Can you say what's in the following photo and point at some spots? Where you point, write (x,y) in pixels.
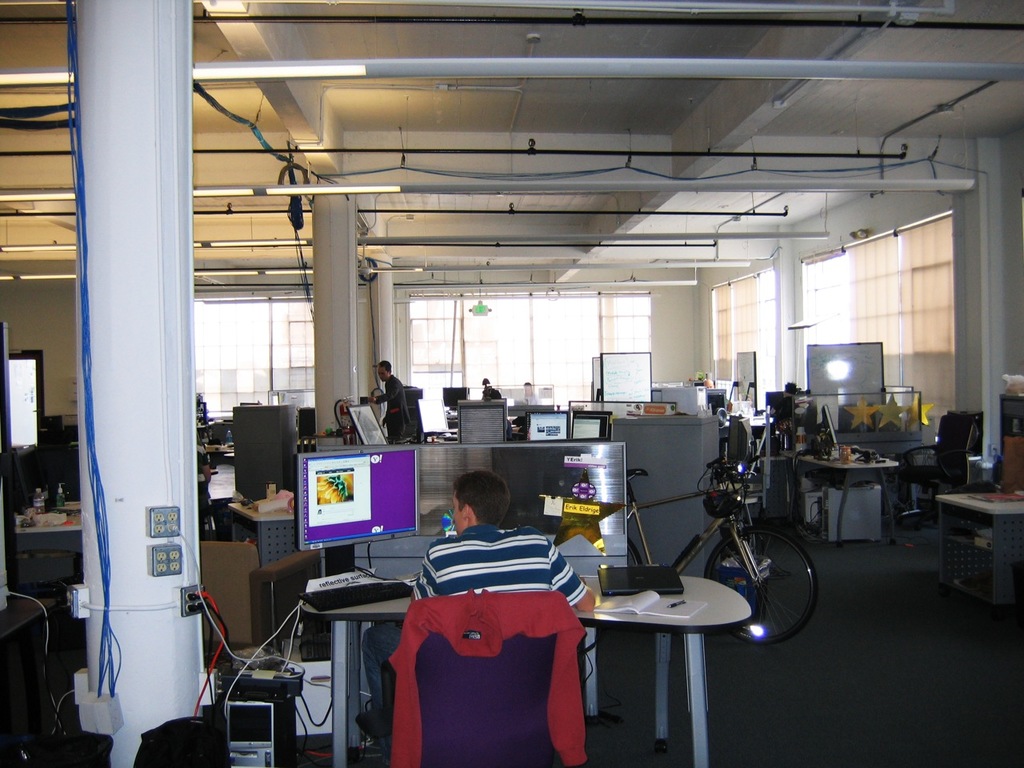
In this image in the center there is a man (452,589) sitting and in front of the man (461,574) there is a table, on the table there are monitors (299,500). On the left side (249,711) there is a CPU (262,735) on the floor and there are wires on the pillars (136,480). In the background (738,454) there are monitors (557,431), there is a bicycle (718,515) and there are boards (860,383) with some text (833,376) written on it and there is a glass (493,348). On the top (440,189) there are lights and there are persons (389,383) in the background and on the right side (943,446) there is an empty chair (936,454). On the left side (70,528) there is a table (47,549) and on the table (55,534) there are objects (44,518).
